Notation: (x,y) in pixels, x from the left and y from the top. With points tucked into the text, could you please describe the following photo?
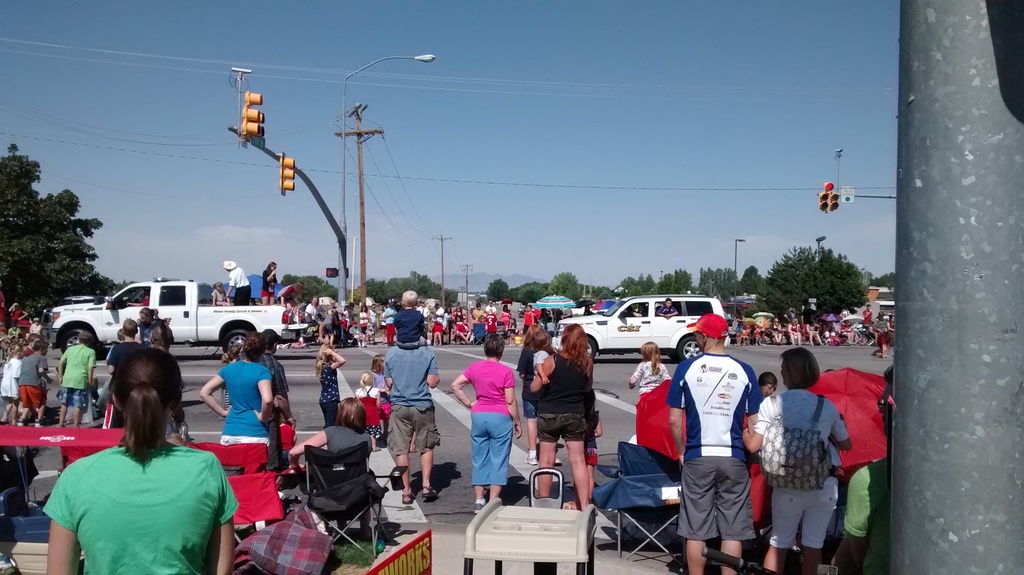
In this image we can see many people (580,351). On the right side (966,264) is a pillar (953,378). And few people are sitting on chairs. And there are traffic lights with pole (338,228). Also there are electric poles (443,247) and light pole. In the background (40,228) there are trees (842,287). Also there are vehicles (262,313) on the road (384,348). There are few people (244,287) on the vehicles (635,327). On the left side (55,433) there is a table (60,434). In the background (252,168) there is sky (626,153).
